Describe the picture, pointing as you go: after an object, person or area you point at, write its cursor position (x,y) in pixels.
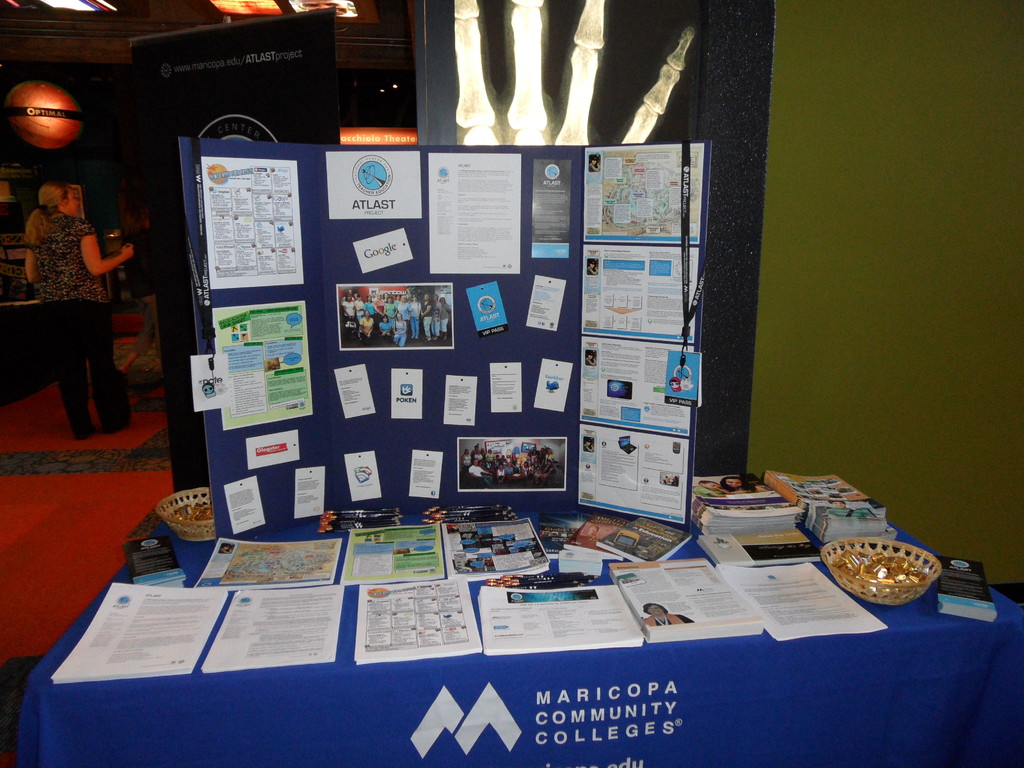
In the foreground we can see a table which is covered with a cloth (460,668) and we can see the books (541,636) on the table (577,606). We can see a woman (81,377) standing, wearing clothes (74,383) and she is on the left side (80,401).
